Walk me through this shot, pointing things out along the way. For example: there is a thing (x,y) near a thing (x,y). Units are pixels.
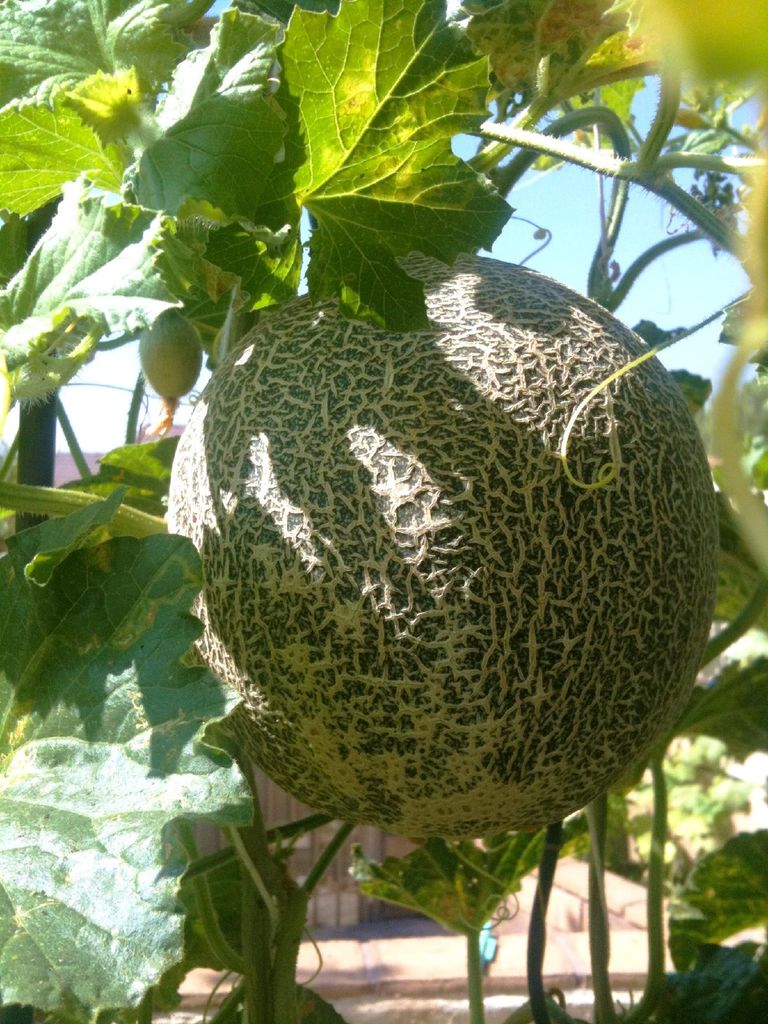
In this picture I can see things (475,501) on a tree (4,311). In the background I can see sky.
